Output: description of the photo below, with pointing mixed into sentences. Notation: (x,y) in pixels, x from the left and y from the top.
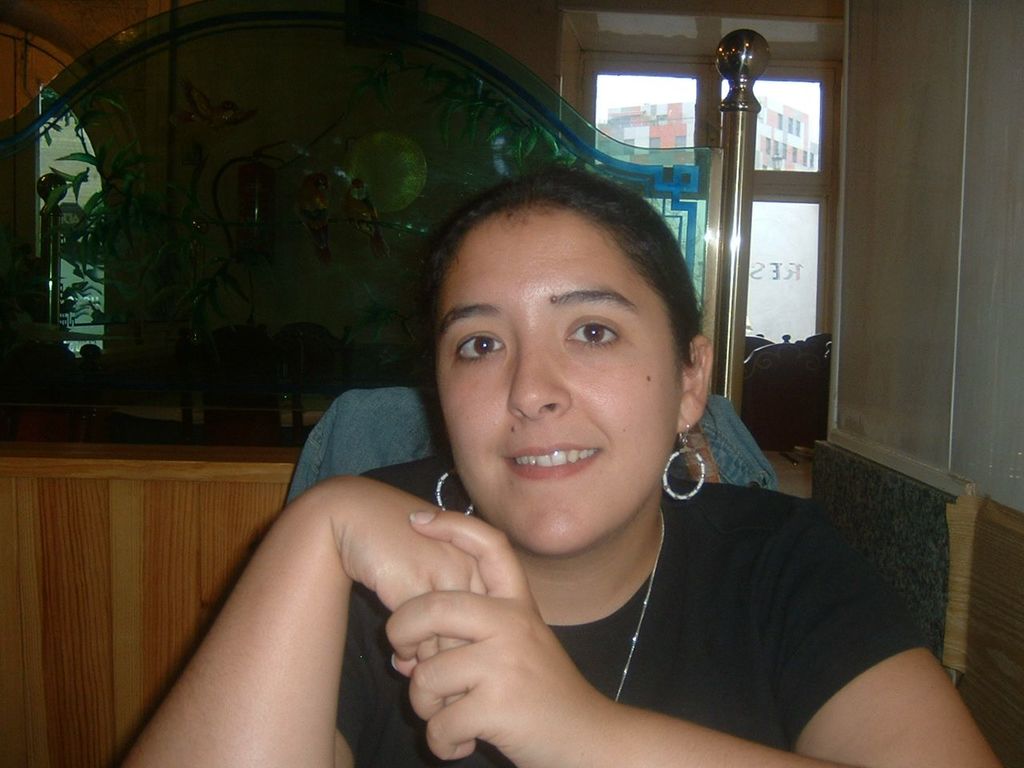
There is one woman (475,601) sitting on the chair (372,443) and wearing a black color t shirt (731,629) at the bottom of this image (723,618). There is a glass (315,204) in the background (385,180). There is a glass window (768,162) on the right side of this image (761,147) and there is a wall (519,38) as we can see through this glass (174,149).
